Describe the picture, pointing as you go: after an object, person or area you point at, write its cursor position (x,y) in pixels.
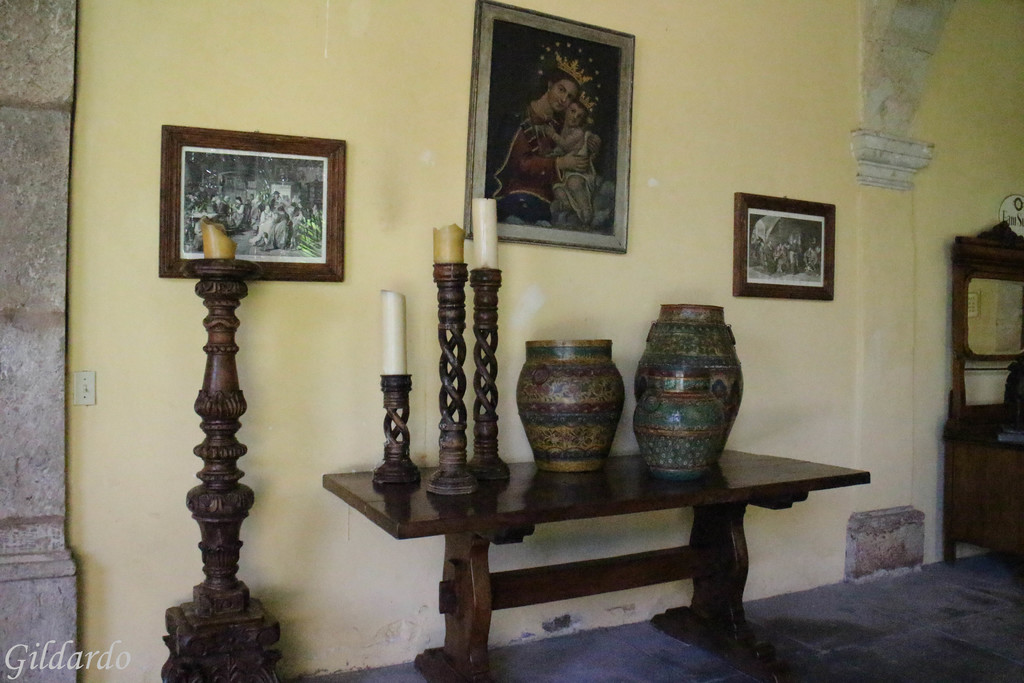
As we can see in the image there is a yellow color wall (404,153), photo frames (290,181) and table (612,493). On table (648,469) there are candles (444,378) and pots (679,383).
